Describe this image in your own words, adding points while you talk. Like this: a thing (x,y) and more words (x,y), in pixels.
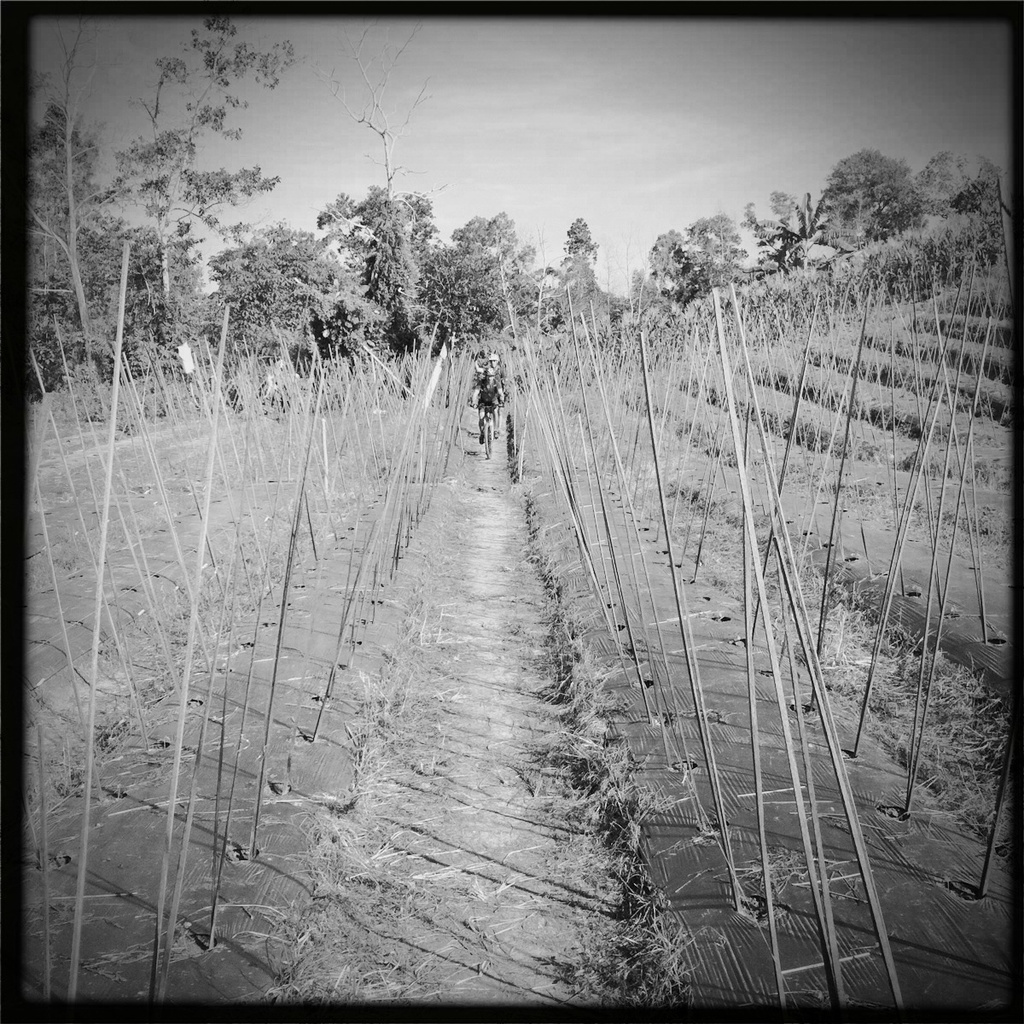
Black and white picture. Here we can see people (483,392) and sticks (798,398). Background (679,154) there are trees (83,289) and sky (649,167). A person (491,378) is riding a bicycle (488,425).
